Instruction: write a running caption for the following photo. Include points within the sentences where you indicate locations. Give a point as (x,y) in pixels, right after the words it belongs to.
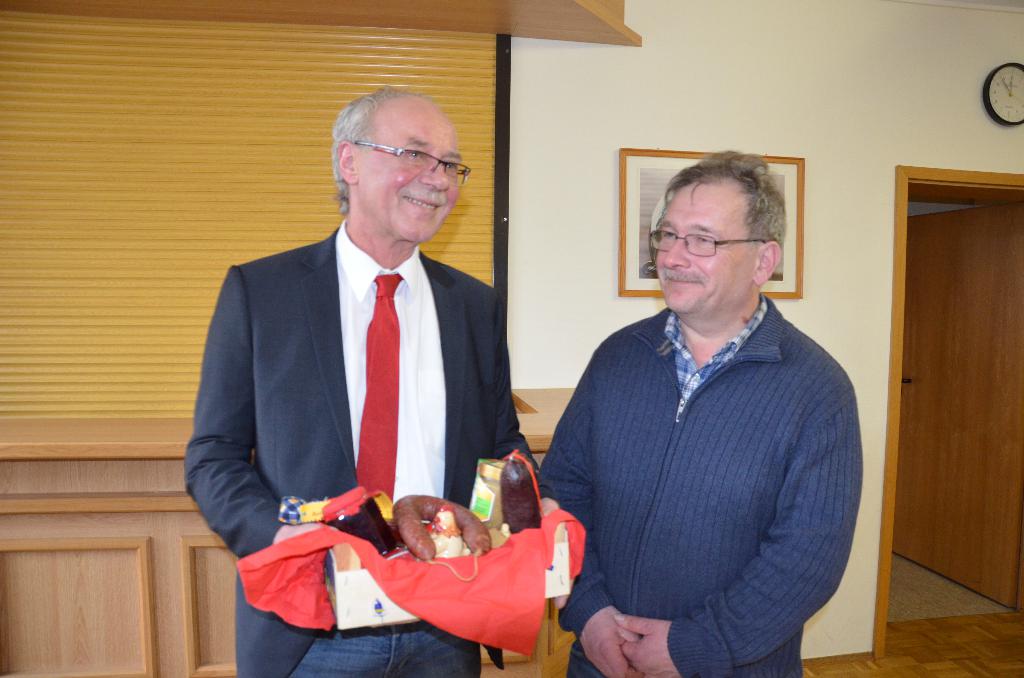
In the foreground of the picture (460,370) there are two men (597,421) standing. Towards left (305,285) the person (464,491) is holding a box (351,557). On the left (128,111) we can see window blind (104,195) and some wooden objects (107,11). Towards right (957,268) there are door (969,251), clock (1012,116) and frame (796,216). At the top (702,74) it is wall (584,302).
